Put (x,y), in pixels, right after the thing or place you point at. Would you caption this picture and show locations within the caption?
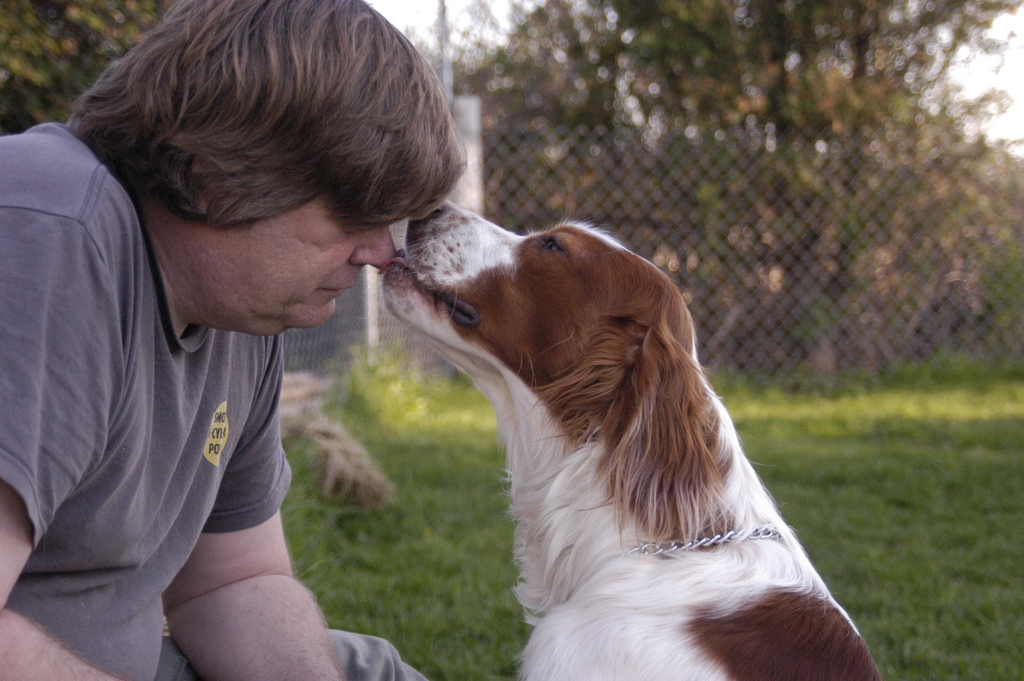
In this image there is a person (263,345) and dog (537,526) which has leash (723,539) and dog (417,301) licking the person (346,238) and at the background (785,263) there are trees (843,105) and lawn (787,426).
